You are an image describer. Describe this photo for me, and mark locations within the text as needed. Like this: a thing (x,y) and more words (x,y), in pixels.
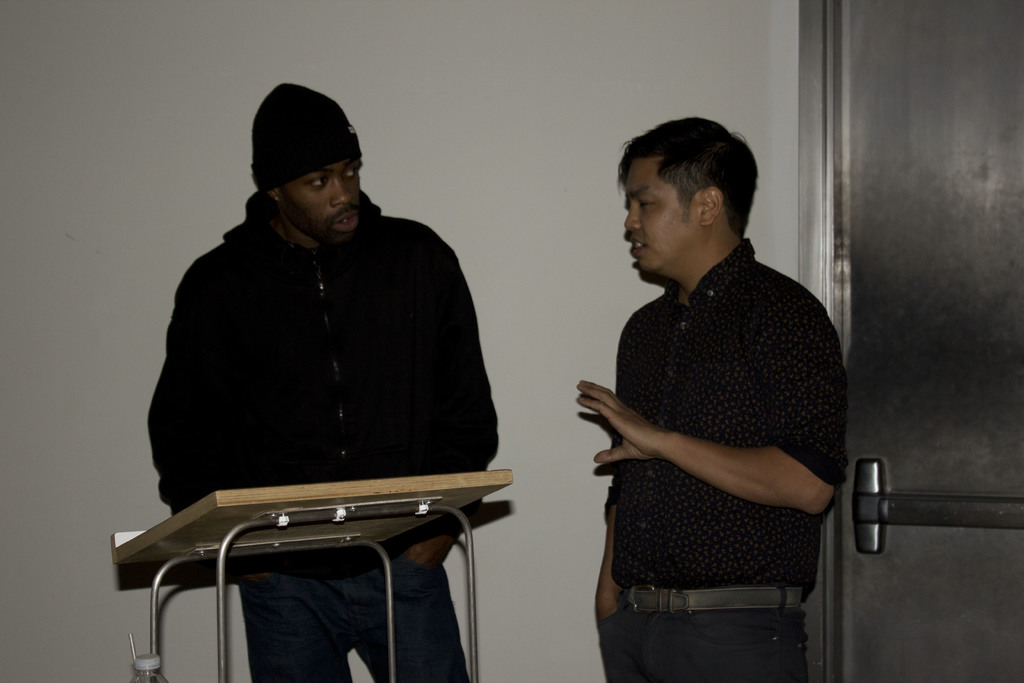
In this image there are two persons (258,599), a table (404,526), a bottle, a door (1005,277) and the wall (459,38).
